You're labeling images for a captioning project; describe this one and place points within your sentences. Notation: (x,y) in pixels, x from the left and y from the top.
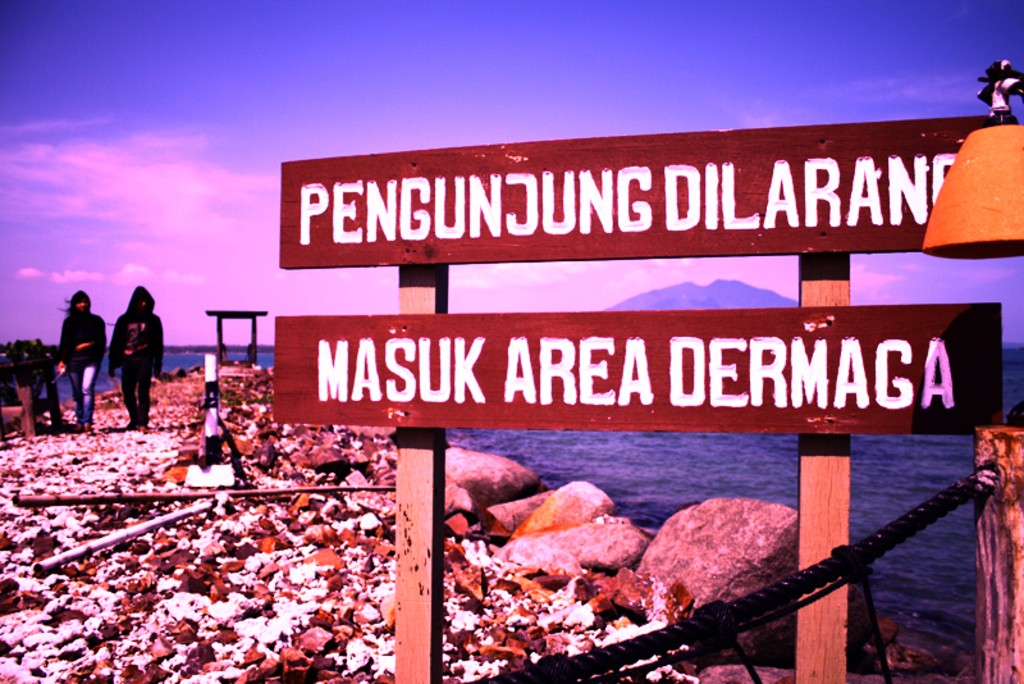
In this image in the foreground (851,366) there is one board (417,381), on the board (452,218) there is some text (904,379) and in the background (74,366) there are two persons (133,363) who are walking and at the bottom (630,554) there is sea (865,497) and some rocks (370,508). At the top of the image (273,106) there is sky (186,152).
